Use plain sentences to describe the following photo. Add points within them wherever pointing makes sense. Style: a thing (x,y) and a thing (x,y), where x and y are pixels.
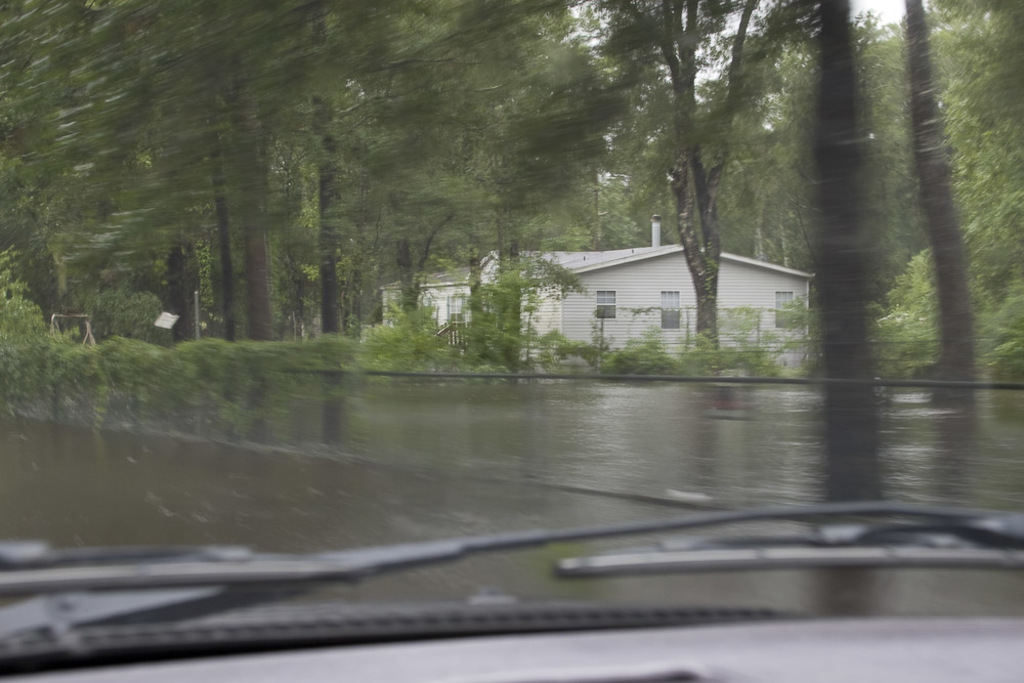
This is clicked from inside a vehicle (246,664), there is a fence (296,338) in the front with trees (443,217) behind it and over the background (634,297) there is a home (630,277).
